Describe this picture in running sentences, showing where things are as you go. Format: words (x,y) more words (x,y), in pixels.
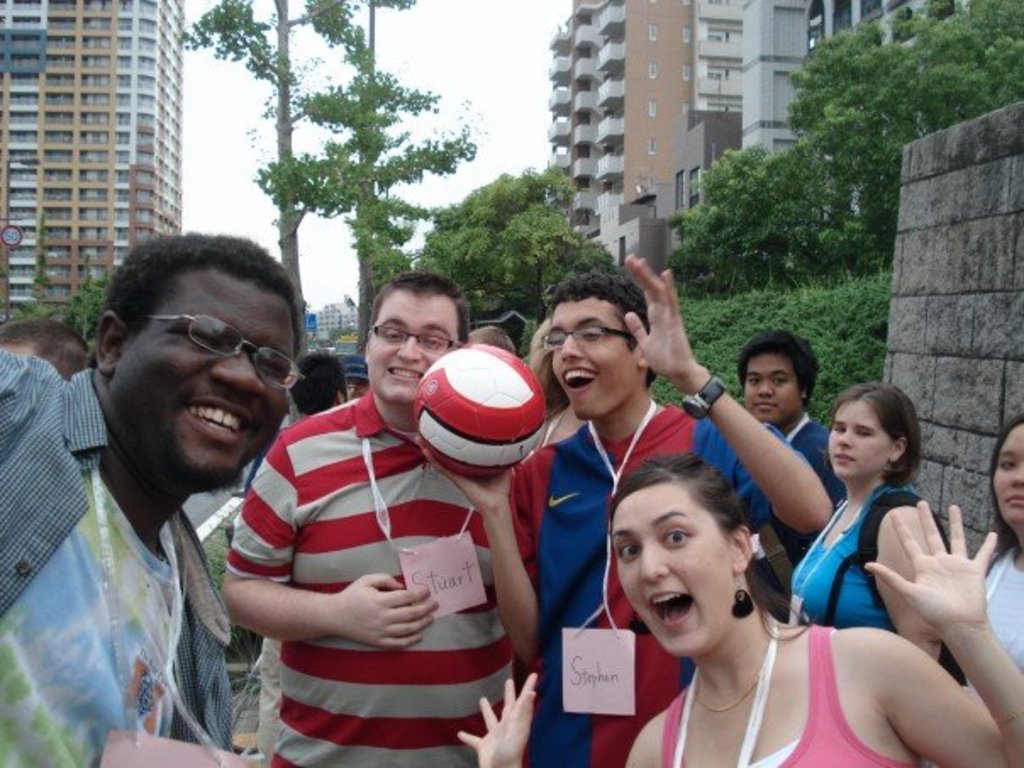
In this image I can see the group of people (624,500) standing. Among them one person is holding the ball (470,375). In the background (328,133) there are trees (379,208), building (634,71) and the sky (476,47).
